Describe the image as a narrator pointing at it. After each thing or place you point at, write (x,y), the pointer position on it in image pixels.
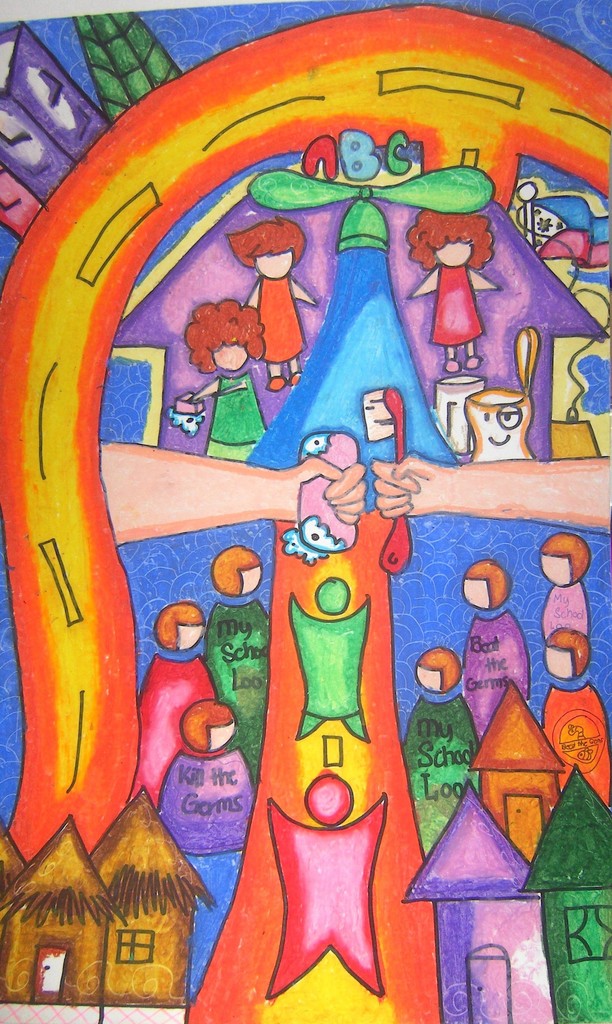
In this image, we can see some painting (288,680).
